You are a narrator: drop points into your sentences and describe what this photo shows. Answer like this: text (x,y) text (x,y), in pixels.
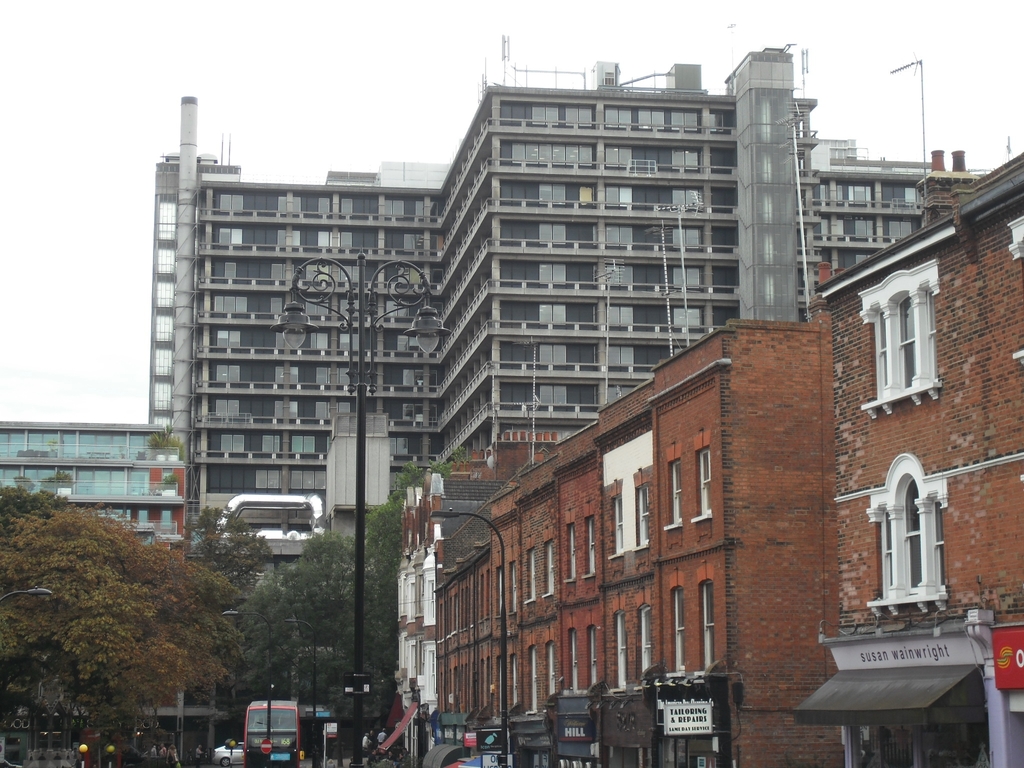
In this image there are buildings (376,403). In front of the buildings (408,439) there are street light poles (362,363) and tree (190,634). At the bottom (255,745) there are vehicles (255,745). There boards (688,707) with text (673,710) on the buildings (643,678). At the top (245,60) there is the sky (325,68).
